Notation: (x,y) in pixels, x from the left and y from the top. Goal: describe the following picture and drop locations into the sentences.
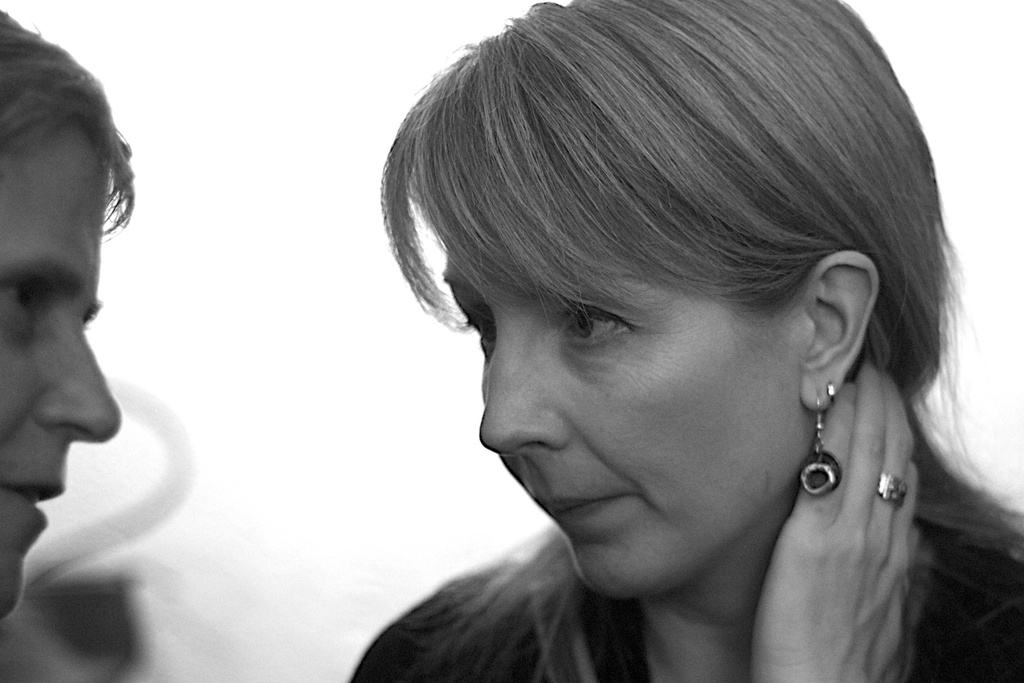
This is a black and white image. In this image we can see a man (92,424) and a woman (830,261).
